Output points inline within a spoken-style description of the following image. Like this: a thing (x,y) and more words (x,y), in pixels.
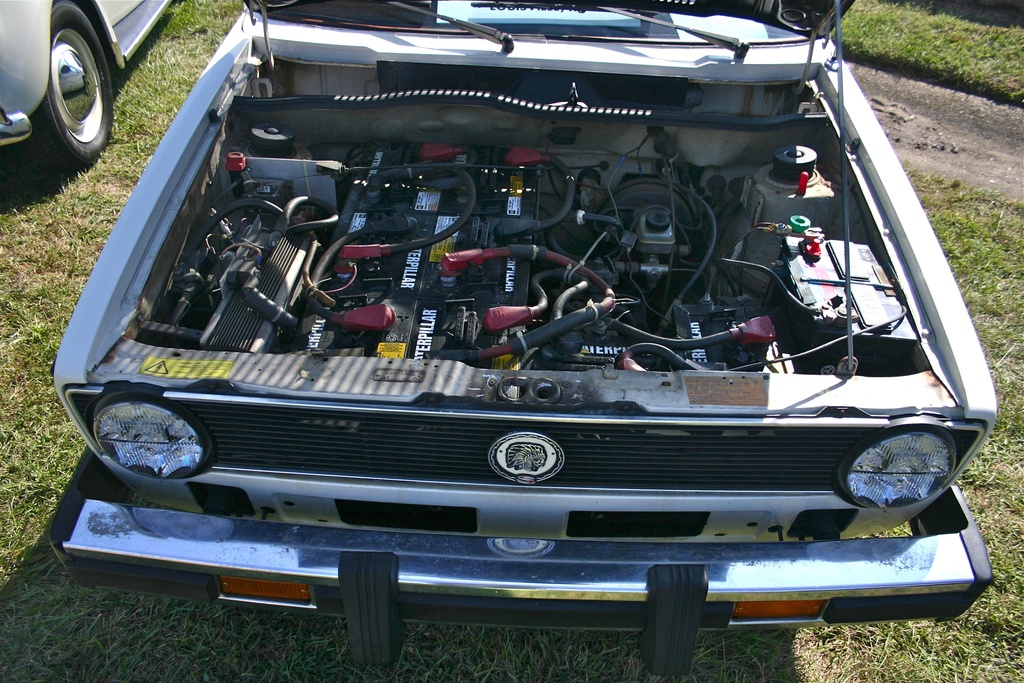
In this image we can see few vehicles (336,243). There is a grassy land (978,303) in the image.
